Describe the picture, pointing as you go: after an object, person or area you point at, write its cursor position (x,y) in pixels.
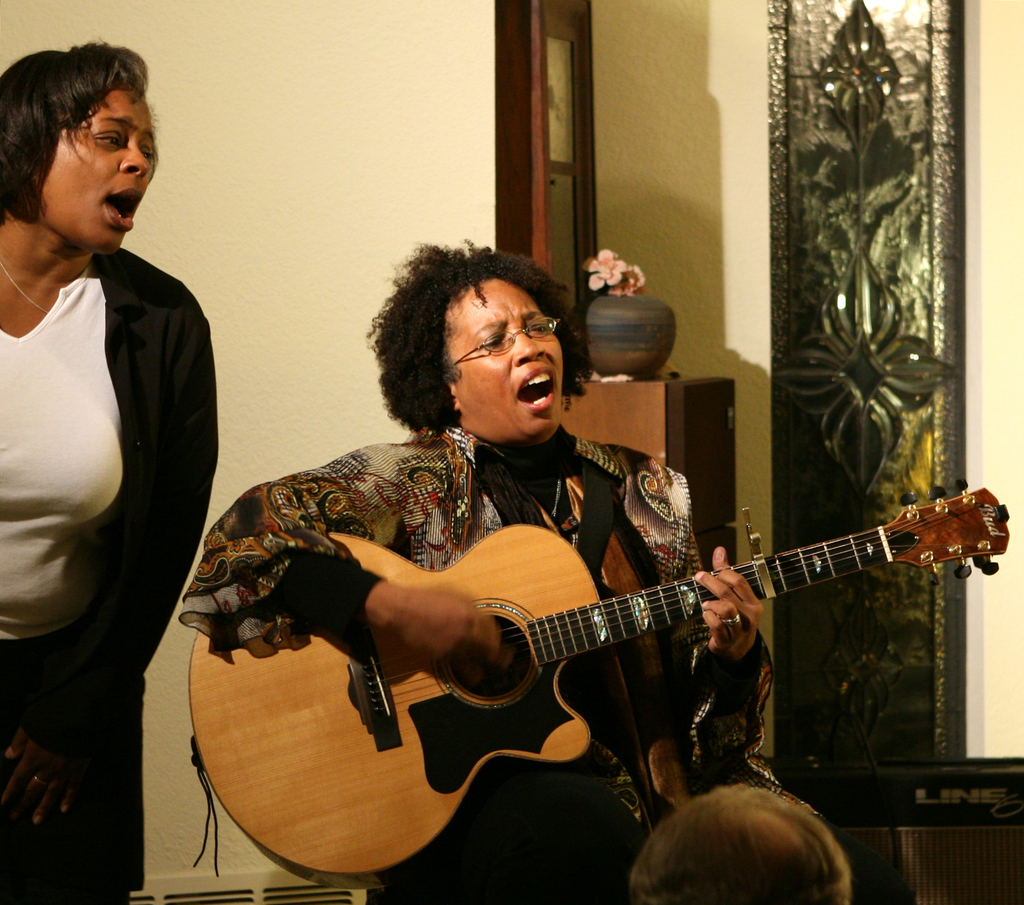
In this picture there is a woman (573,672) sitting on the chair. She is playing a guitar (306,745) and singing. There is another woman (87,364) standing to the left (142,489). There is a flower pot (607,292) on the desk (676,436). There is another person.
